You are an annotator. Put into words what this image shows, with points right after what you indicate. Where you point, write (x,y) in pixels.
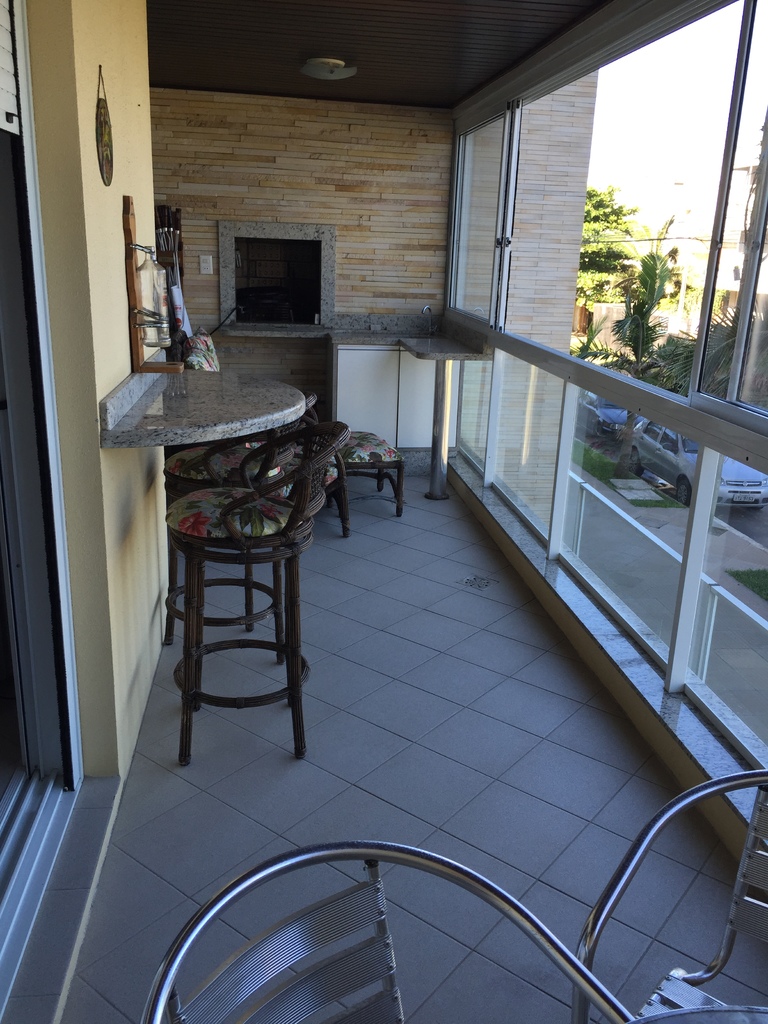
In this image I can see few chairs (256,560). In background (594,331) I can see a car (690,479) and few trees (602,253).
